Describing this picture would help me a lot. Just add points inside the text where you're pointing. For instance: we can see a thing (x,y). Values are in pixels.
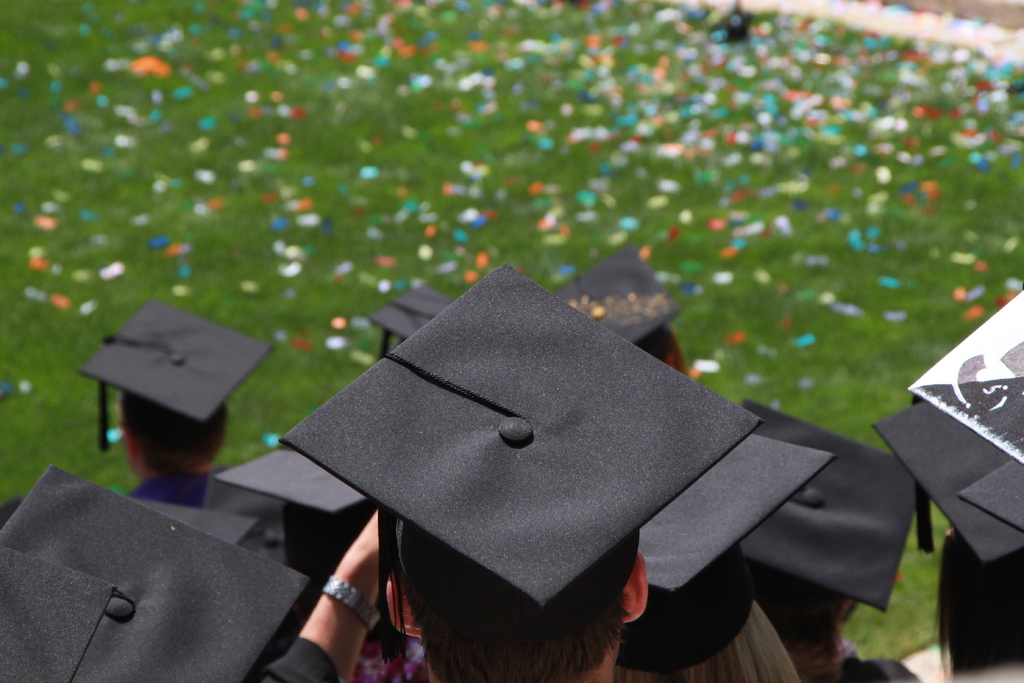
In this image, at the bottom (990,462), we can see a group of people (624,368) wearing black color hat (980,390). In the background (384,131), we can see green color and few color papers (880,196).
